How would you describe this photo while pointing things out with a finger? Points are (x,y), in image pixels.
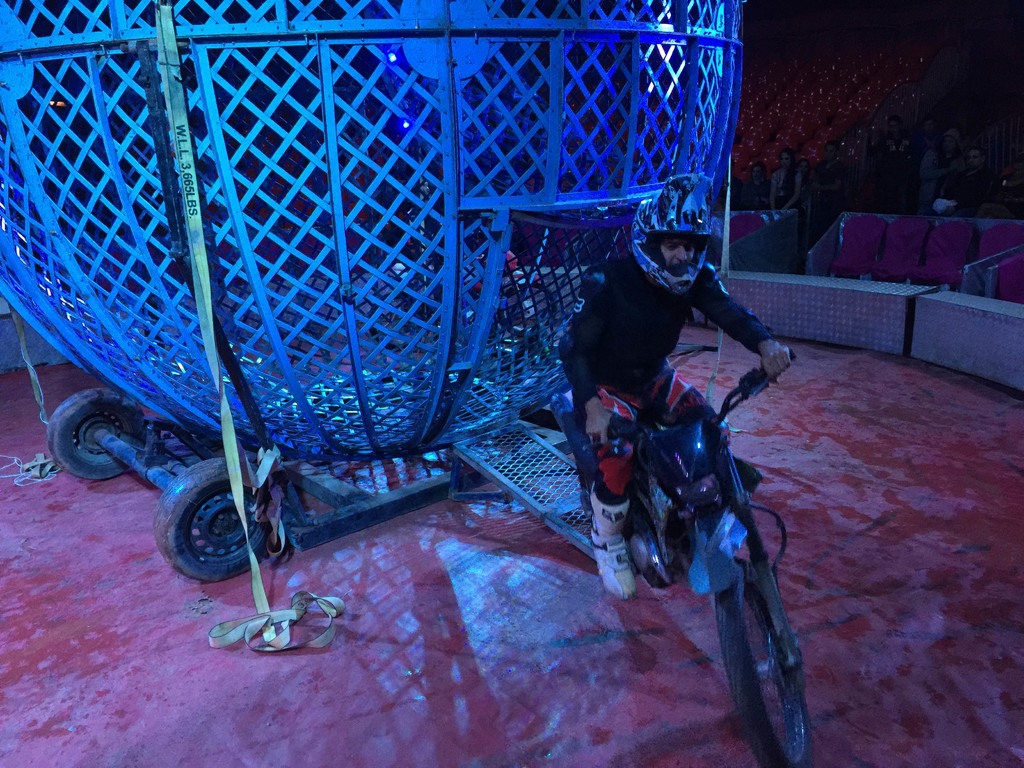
This image is clicked inside. There is a motorcycle (661,552) and a person (602,461) is sitting on that motorcycle (685,438). He is wearing a helmet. There is something behind him.
